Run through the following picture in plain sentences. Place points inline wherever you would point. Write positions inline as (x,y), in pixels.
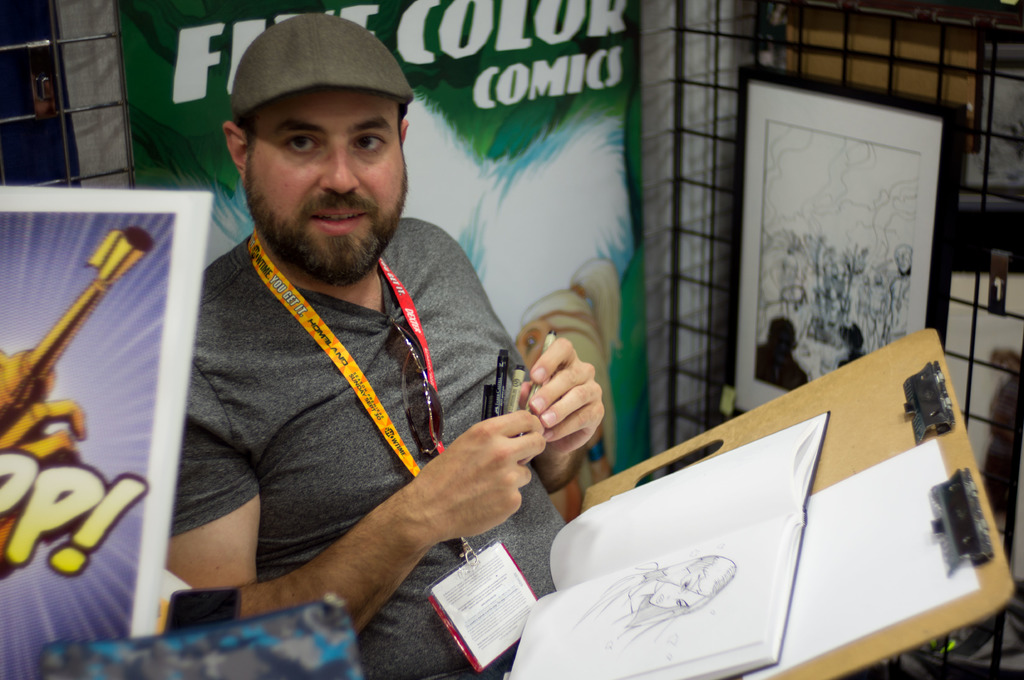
In this image I can see a person (356,342) visible in front of the fence (67,41), on the fence (56,34) I can see green color banner (549,31), on which there is a text (596,61), and person (553,391) holding a pens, in front of person (601,414) there is a pad (883,534), on which there is a book (630,671), on it there is a drawing (652,595), on the left side (42,392) there is a board (70,307) on which there is a object (71,309), text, on the right side (801,206) there is a fence (1023,158), and photo frame (795,144) attached.
